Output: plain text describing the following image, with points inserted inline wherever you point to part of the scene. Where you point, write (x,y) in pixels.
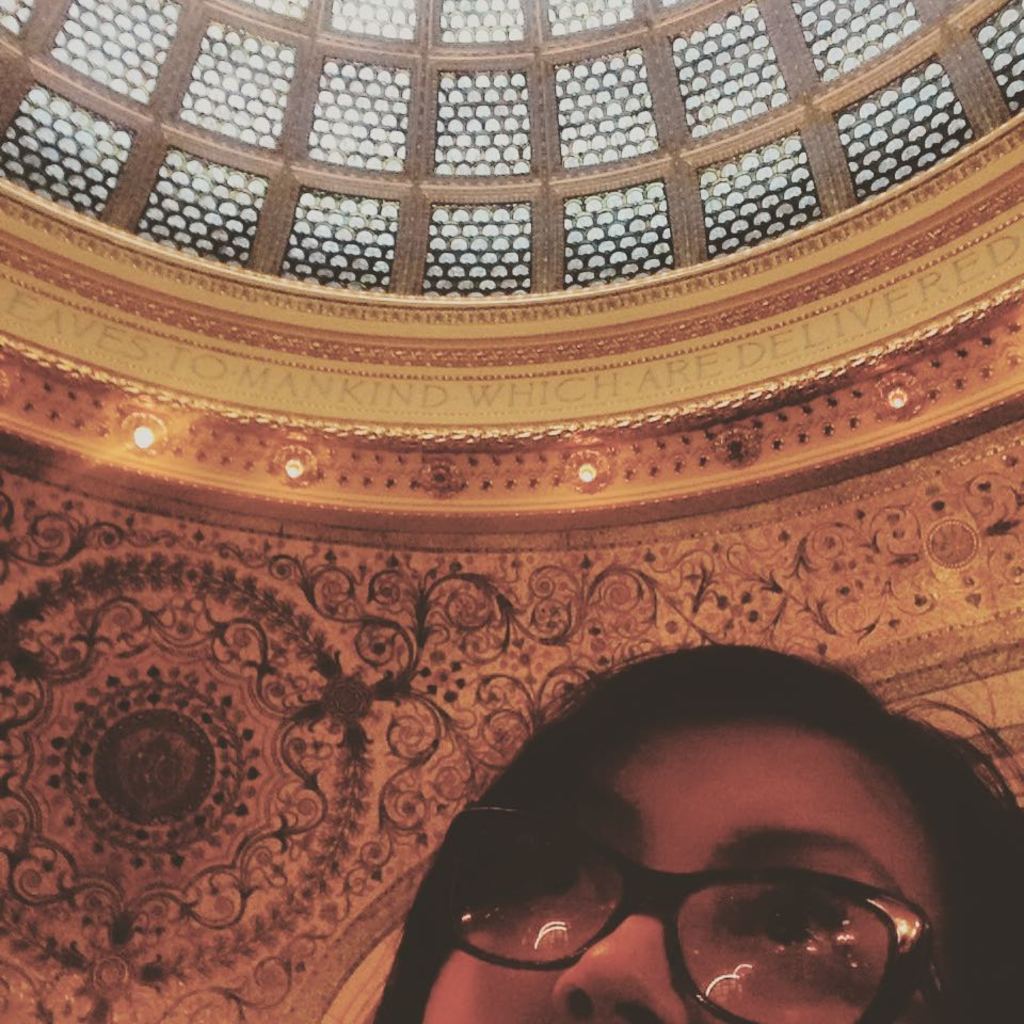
Here in this picture in the front (817,833) we can see a woman's face (723,843) and she is wearing spectacles (801,986) and behind her we can see the interior of a monumental building (647,506) and we can also see lights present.
